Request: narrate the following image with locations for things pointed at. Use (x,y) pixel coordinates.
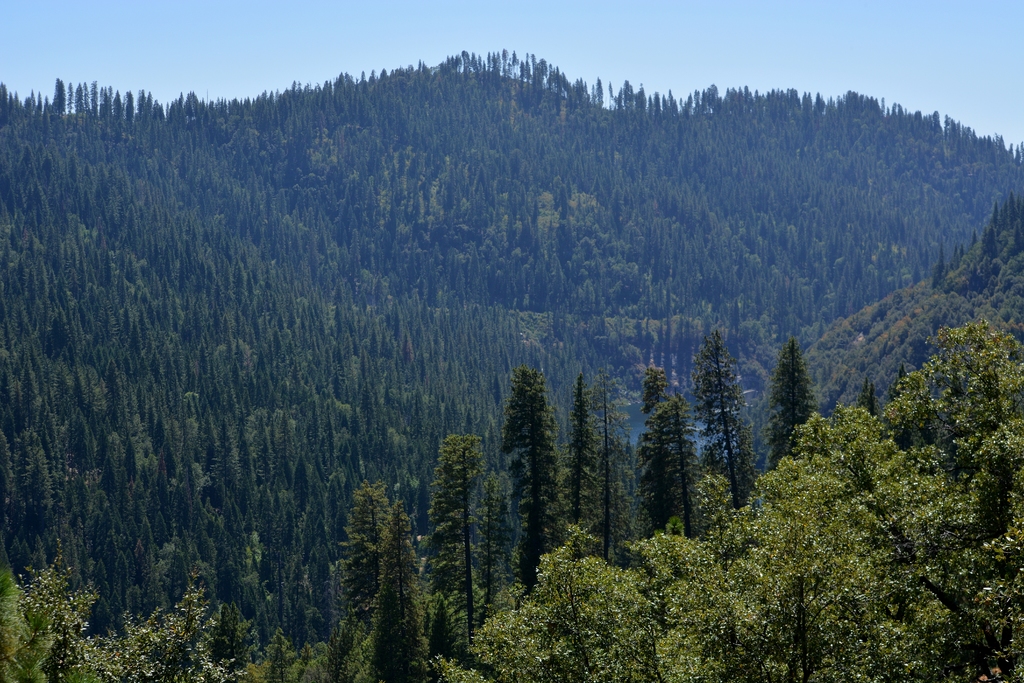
In the foreground of this image (762,559), there are trees (713,281) on mountains (585,125) and on top (262,44) there is the sky (320,58).
